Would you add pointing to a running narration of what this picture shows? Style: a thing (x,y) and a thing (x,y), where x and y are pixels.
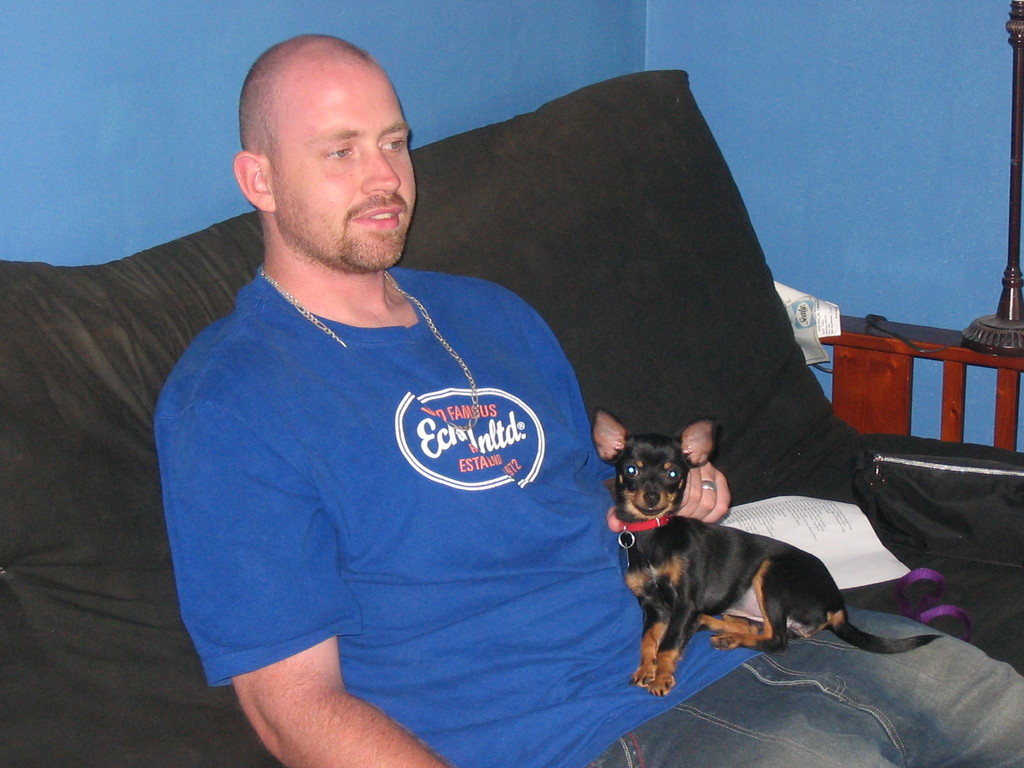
This picture shows a man (332,745) seated on the couch (564,193) and holds dog (612,459) with his hand (727,483) and we see a paper (845,515).
